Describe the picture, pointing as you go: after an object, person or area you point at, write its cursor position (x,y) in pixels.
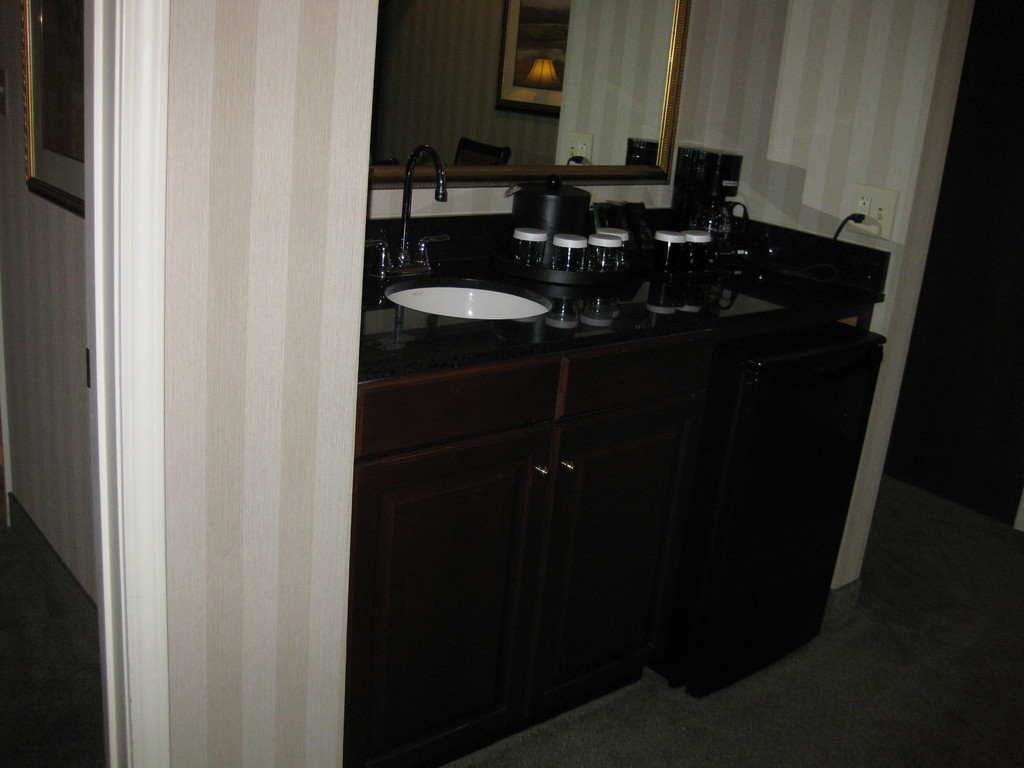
In this image I can see washbasin (468,296), tap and few objects (622,215). I can see cupboard (560,500) and the frame (38,57) and mirror (635,85) is attached to the wall (55,433).
